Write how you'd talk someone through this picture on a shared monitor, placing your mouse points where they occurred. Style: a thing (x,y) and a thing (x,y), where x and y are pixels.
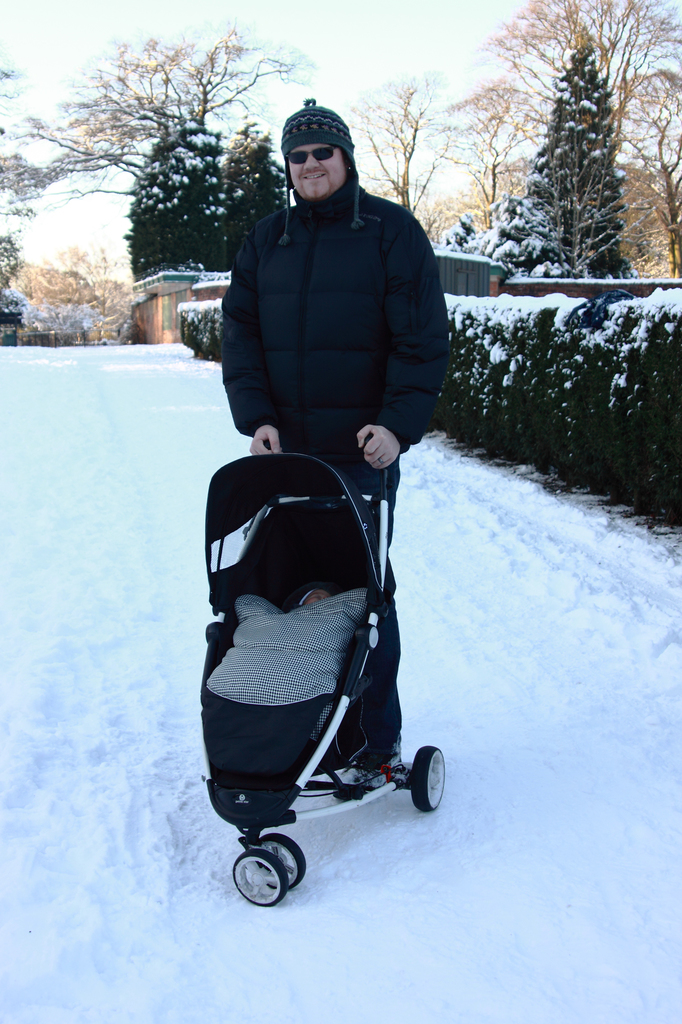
In this picture I can see a man (369,343) in the middle (405,400), he is holding the baby cart (384,499). There is the snow (36,503), on the right side (616,138) I can see trees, at the top (437,51) there is the sky (426,51).
